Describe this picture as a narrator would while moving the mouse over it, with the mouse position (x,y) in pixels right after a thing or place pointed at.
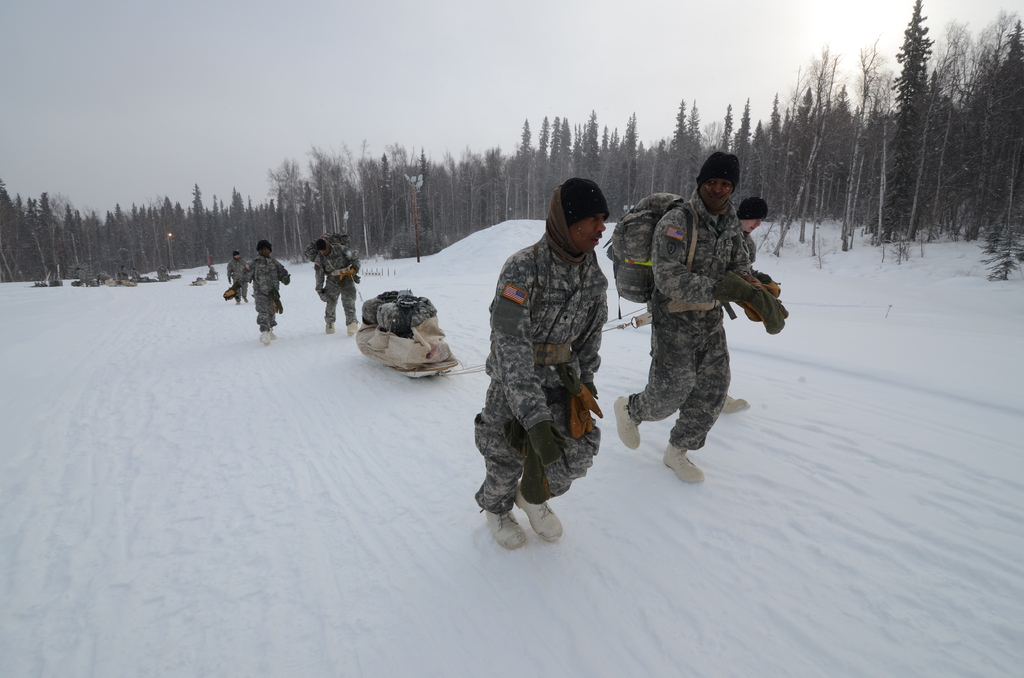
In this picture I can see few army people (503,340) are walking on the snow (418,497), around there are some trees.
